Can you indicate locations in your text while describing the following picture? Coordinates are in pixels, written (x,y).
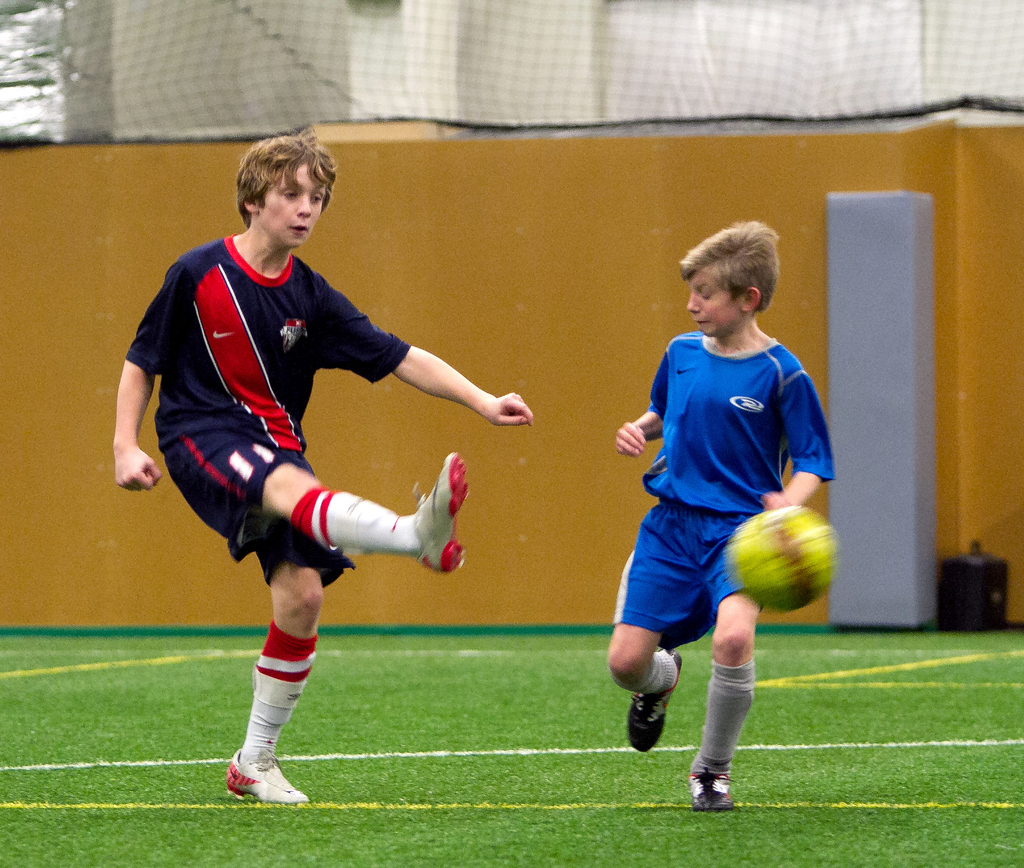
In this picture I see 2 boys (506,400) who are wearing jerseys (666,477) and I see a ball (755,546) on the right side of this picture (793,555) and I see the grass (599,843) on which there are yellow and white lines (655,748). In the background (386,484) I see the wall (817,294).
